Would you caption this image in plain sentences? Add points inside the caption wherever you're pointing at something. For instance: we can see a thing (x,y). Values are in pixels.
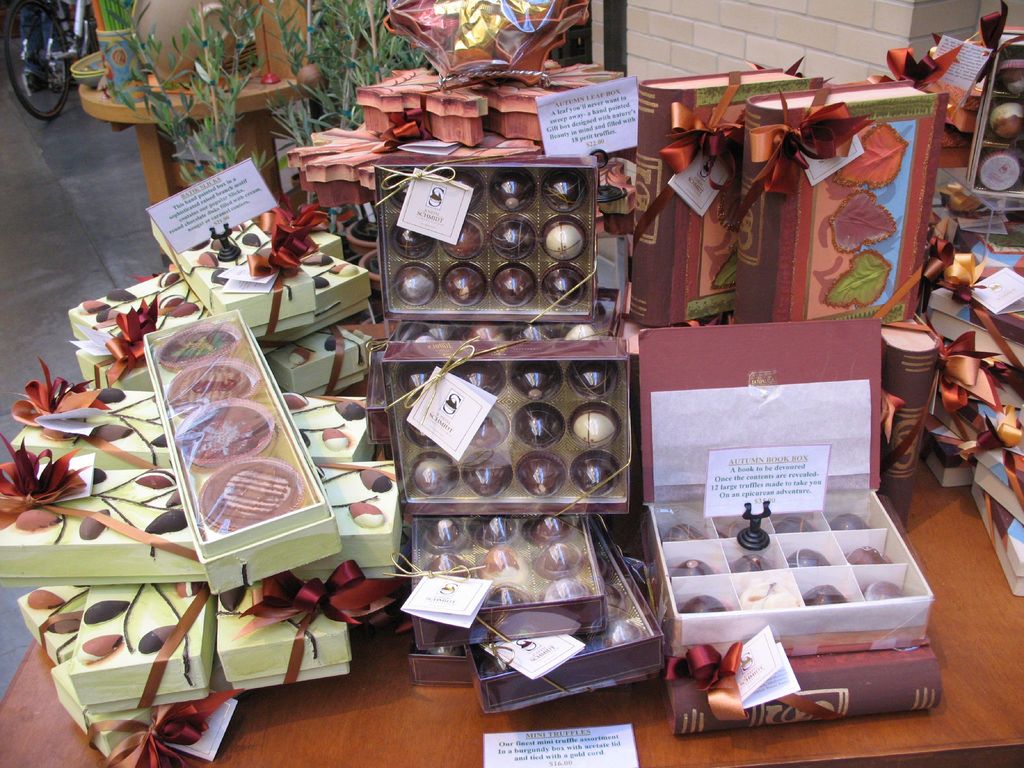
In this image in the foreground (470,226) there are some boxes (586,243) and some boards (186,242), in the boxes (685,268) there are some food items (230,509). And at the bottom (375,712) there is a table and in the background (216,133) there are some plants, wall (643,32), poles (624,26) and cycles (64,40). And at the bottom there is floor (45,250).
